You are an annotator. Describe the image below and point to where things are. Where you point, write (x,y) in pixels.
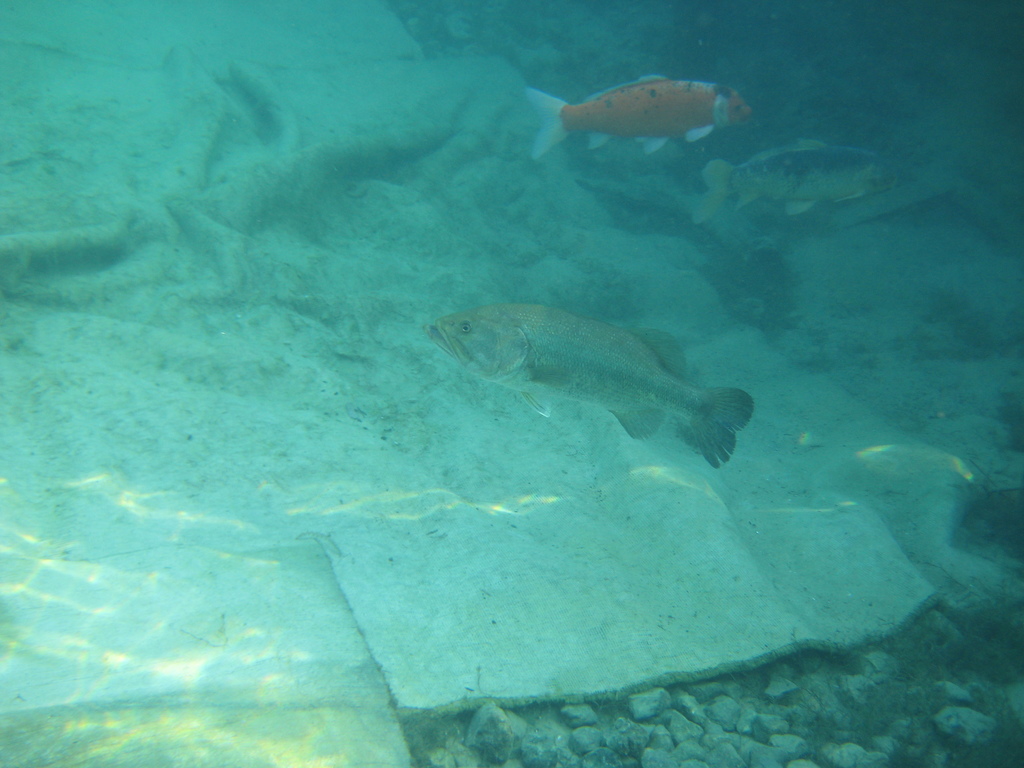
In the foreground of this image (410,334), there is a water body (786,142) and three fishes (637,430) in it.
